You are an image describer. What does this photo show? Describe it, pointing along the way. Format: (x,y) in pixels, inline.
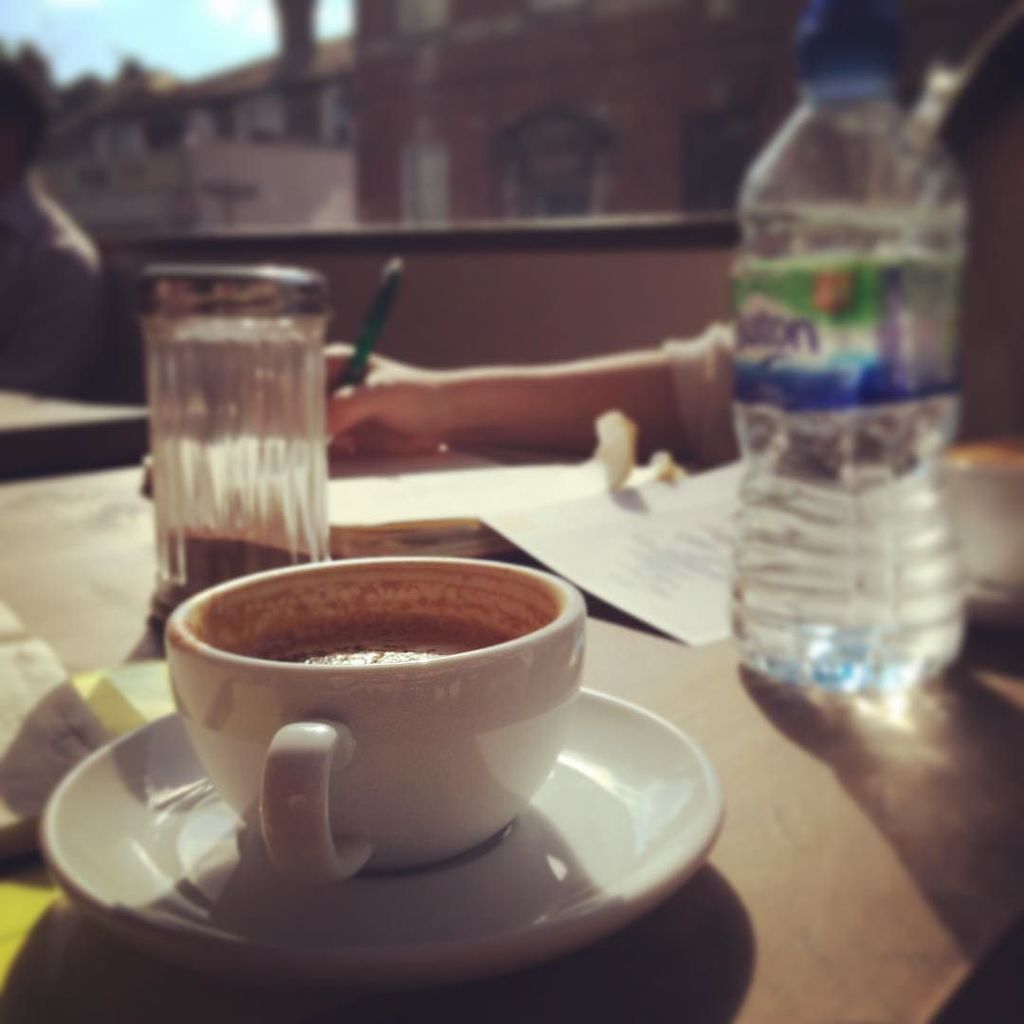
In this image I can see a cup (480,660), a plate (640,832), a water bottle (804,517) and a paper (629,559). In the background (414,440) I can see a hand (395,435) of a person (518,368) is holding a pen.
